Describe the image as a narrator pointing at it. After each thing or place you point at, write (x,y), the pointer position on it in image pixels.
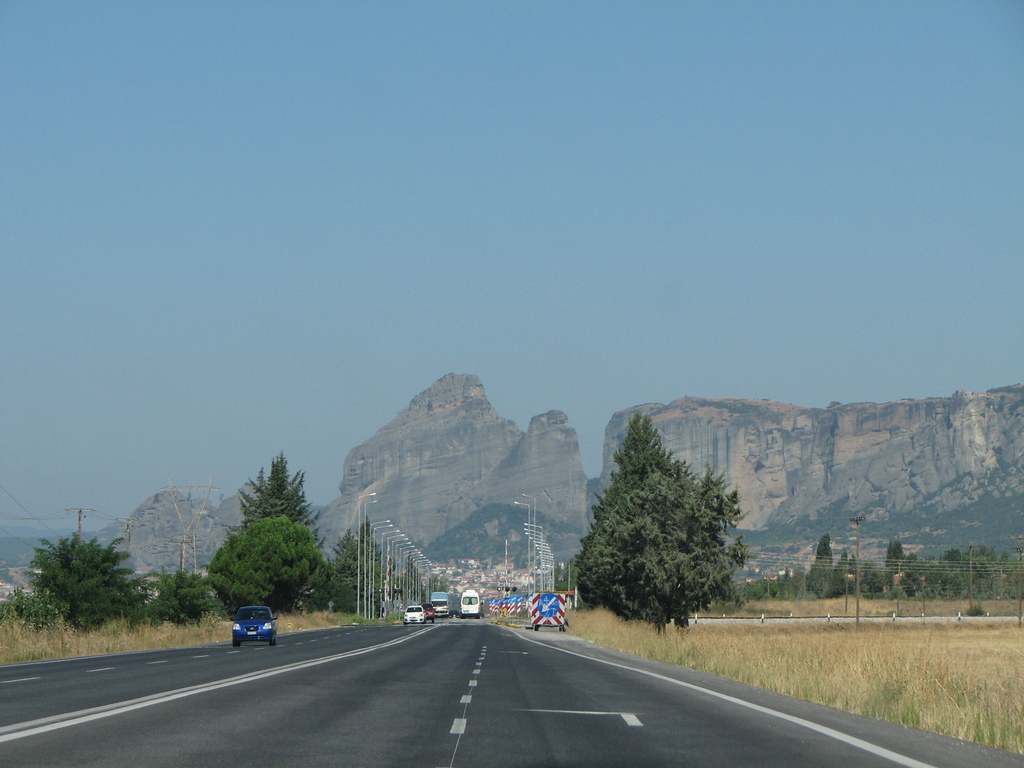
Here in this picture we can see number of vehicles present on the road (374,670) over there and on the either side of the road (216,654) we can see the ground (811,663) is fully covered with grass (815,654) and we can also see some plants (74,594) and trees (205,600) also present over there and we can see number of light posts (405,536) present on the road (360,679) and in the far we can see rocks (482,444) that are mostly bare over there.
